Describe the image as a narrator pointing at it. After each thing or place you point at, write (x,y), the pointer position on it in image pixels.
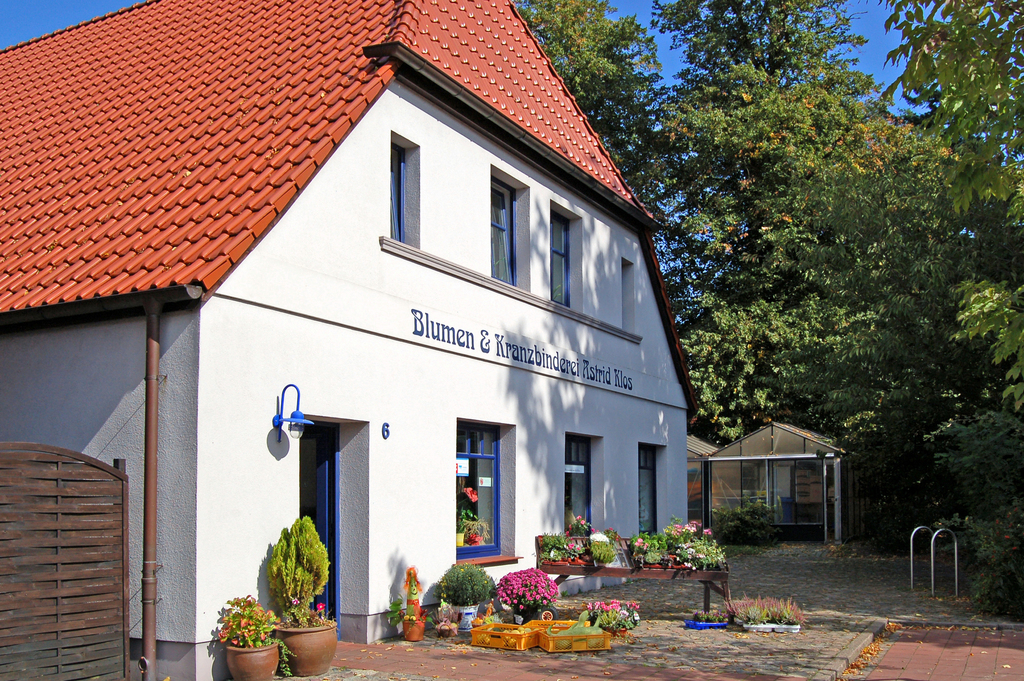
In this picture we can see a house (327,290) with windows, a door (337,460), a pipe (147,439) and a name board (551,356). In front of the house (360,444), there are plants (309,535) in the flower pots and there are some other objects (496,622) on the ground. On the right side of the image (842,77), there are trees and sheds (737,471). Behind the trees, there is the sky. On the left side of the image (125,555), there is a gate (19,581).
